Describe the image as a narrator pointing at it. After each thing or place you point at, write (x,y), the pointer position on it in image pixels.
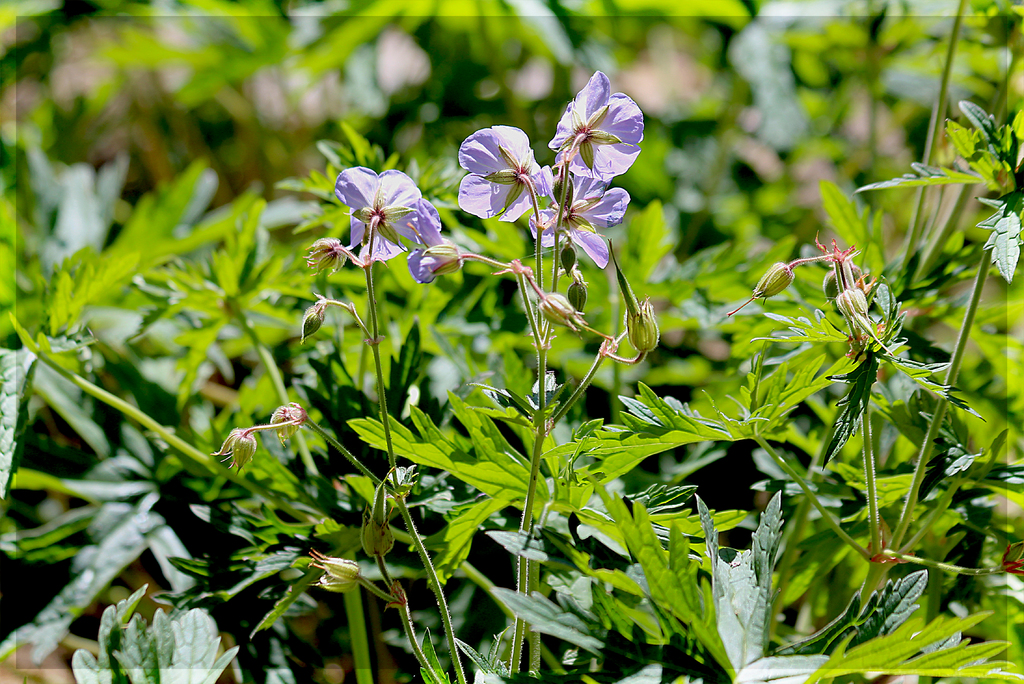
In this picture we can see flowers (441,228) and buds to the stems (346,304). Behind the flowers (416,258) there are plants (499,93).
